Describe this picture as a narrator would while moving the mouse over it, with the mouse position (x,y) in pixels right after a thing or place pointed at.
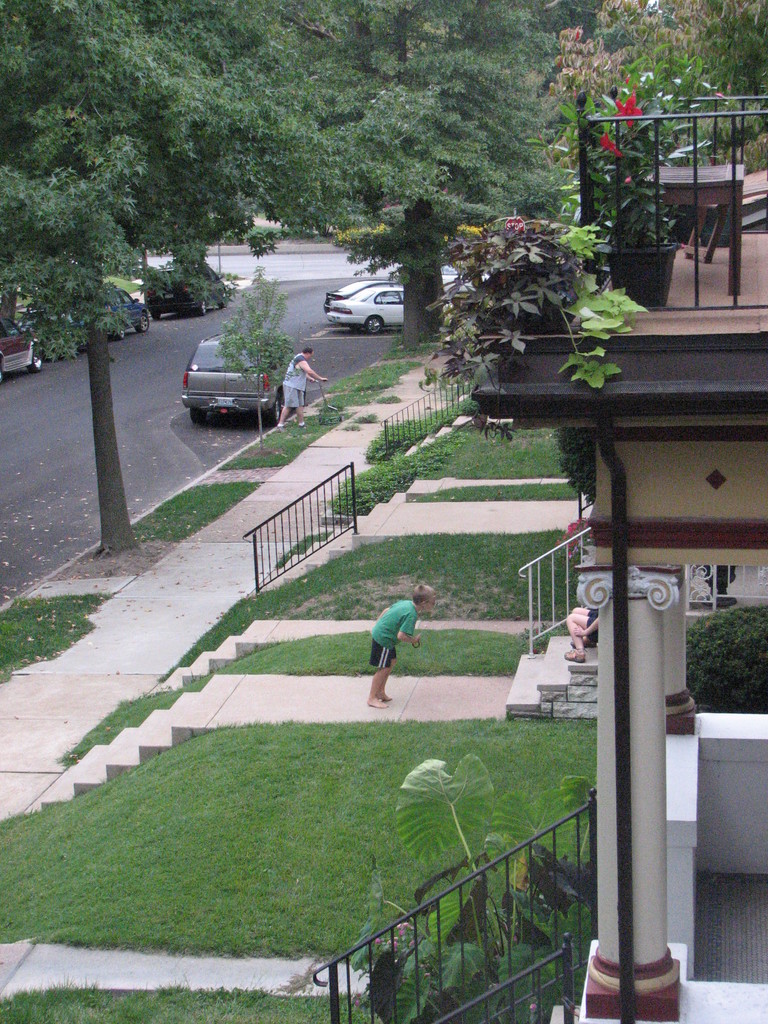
In this picture I can see vehicles (165,303) on the road (27,413), there are group of people (404,607), house (756,947), plants (649,122), iron grills (658,125), grass (347,726), stairs (185,674), trees (125,121).
